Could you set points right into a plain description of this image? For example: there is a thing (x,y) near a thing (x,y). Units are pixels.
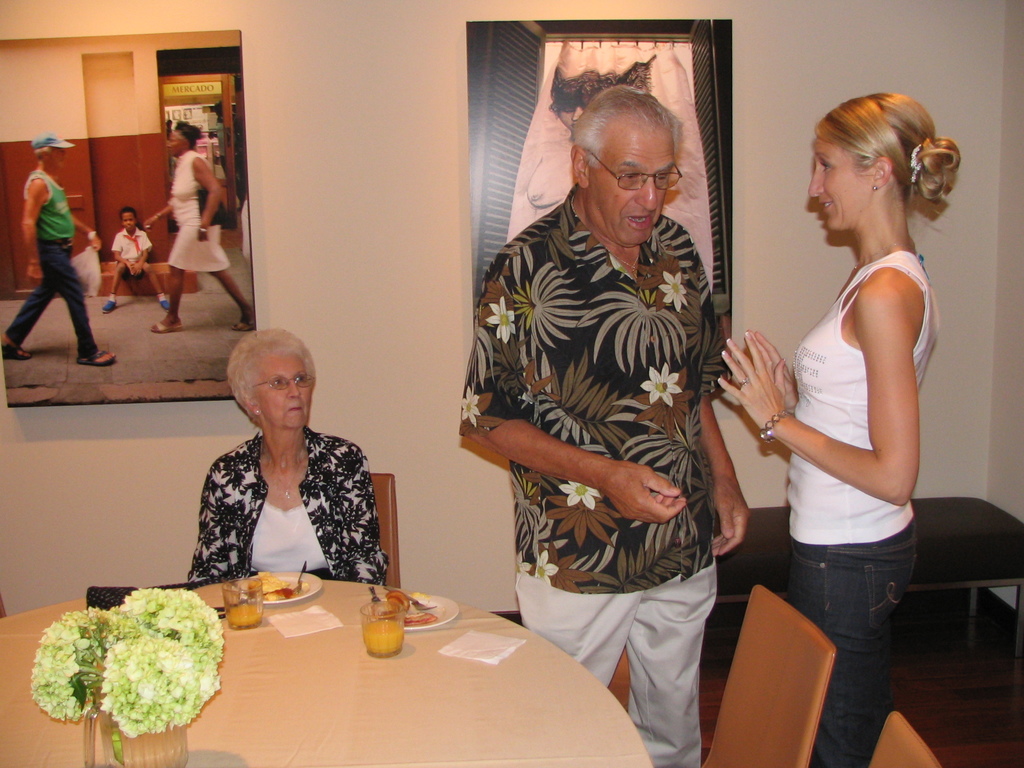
In this image we can see two women (900,419) and one man (685,273). One woman (342,501) is sitting on chair (377,517) and she is wearing black and white dress (279,547). And the other woman (870,612) is wearing white top (838,513) with jeans (875,586). In front of them one table (397,720) is there. On table (304,690) plates (310,593), glasses (259,608) and flowers (159,704) are present. Behind them white color wall (305,130) is there and on wall (763,63) two frames (511,87) are attached. Bottom of the image (957,579) chairs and black color couch (970,544) is present.
